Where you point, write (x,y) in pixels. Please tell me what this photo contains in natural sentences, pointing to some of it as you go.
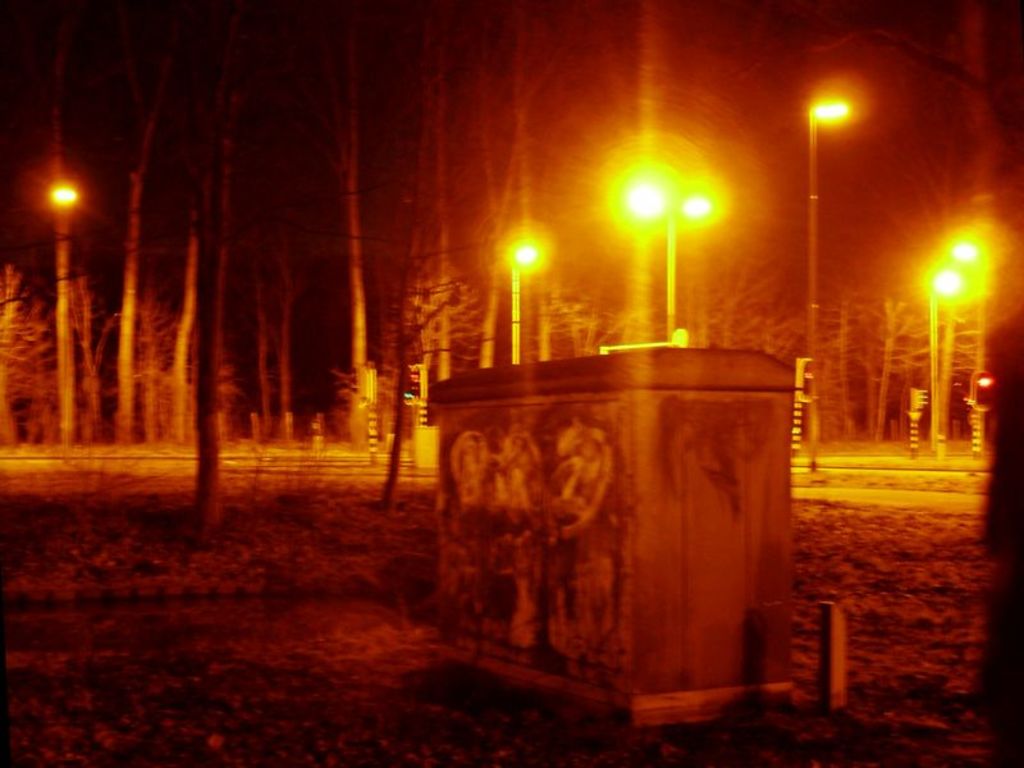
In this image we can see a utility box (611,550), there are some poles (519,326), lights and trees (208,383).
